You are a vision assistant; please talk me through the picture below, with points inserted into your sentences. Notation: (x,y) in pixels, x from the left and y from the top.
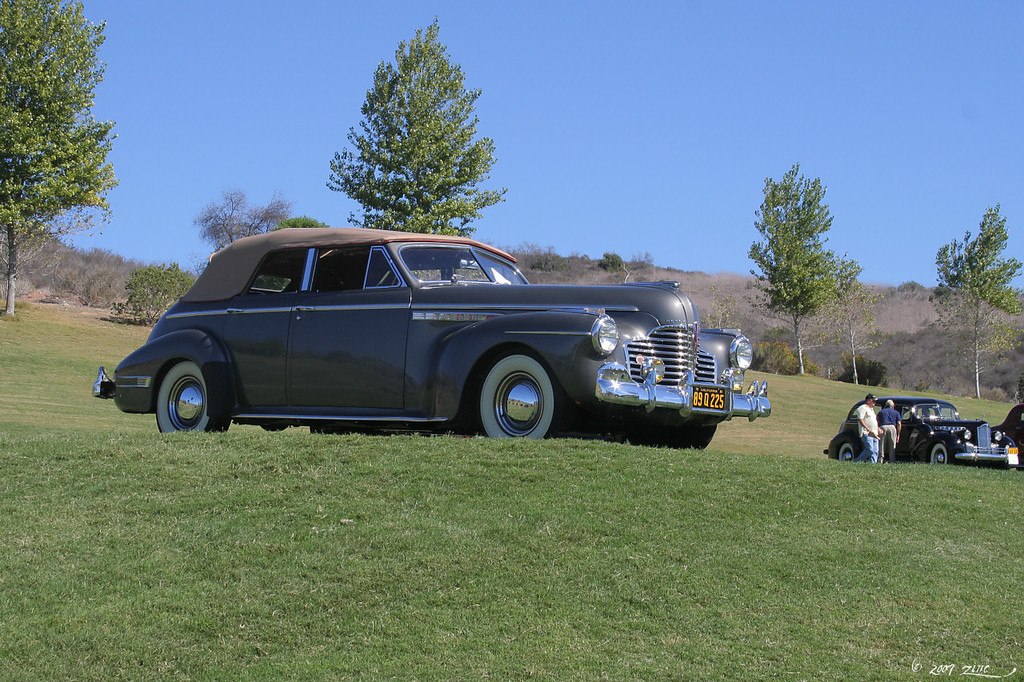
In this image I can see an open grass ground (692,478) and on it I can see three cars (962,428). On the right side of the image (894,425) I can see two persons (893,421) are standing and on the bottom right side of the image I can see a watermark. In the background (791,109) I can see number of trees (47,141) and the sky (913,231).
